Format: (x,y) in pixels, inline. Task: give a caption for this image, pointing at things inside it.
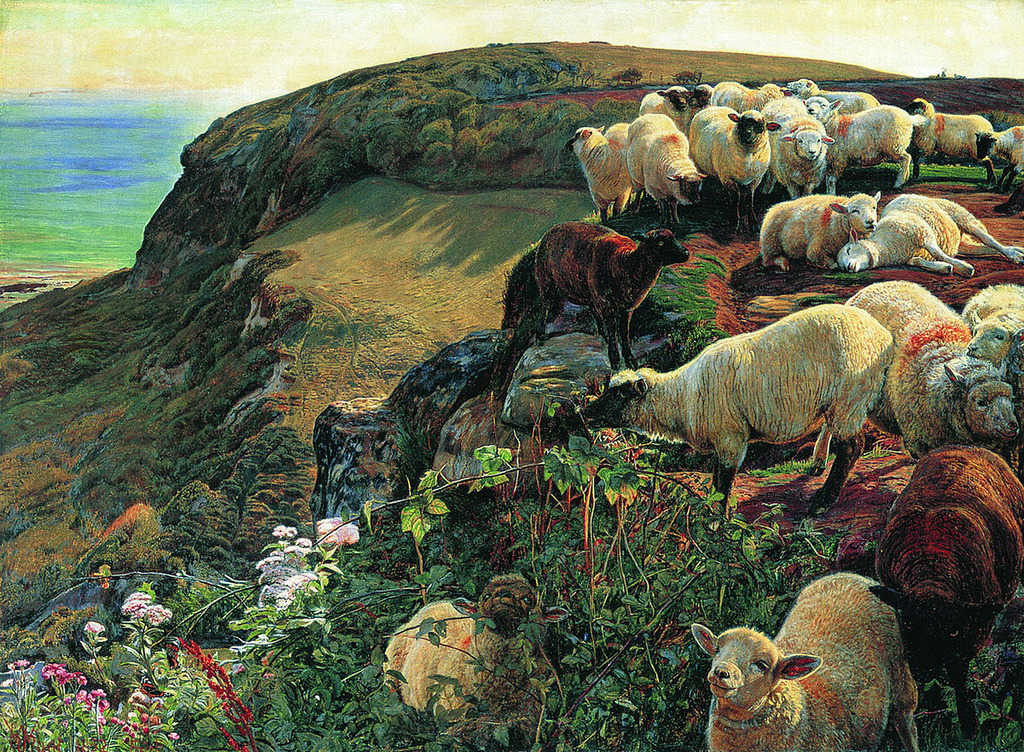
In this image I can see few animals (848,302) and they are in brown and cream color and I can also see few plants (775,620), flowers (80,691) in pink and white color. In the background (261,88) I can see the sky (259,47).
